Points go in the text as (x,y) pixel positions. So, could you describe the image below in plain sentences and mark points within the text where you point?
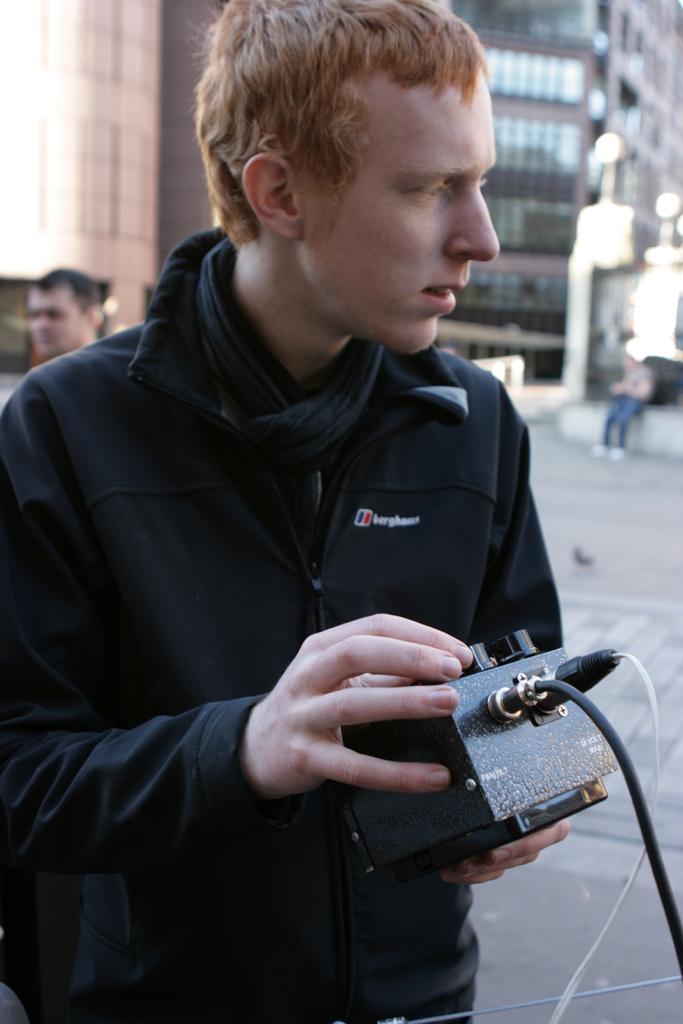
In this image we can see a person (416,878) holding a metal operator (446,837) containing buttons (483,662) and wires (530,698). On the backside (157,138) we can see a person (614,454) sitting and a building (183,192).
